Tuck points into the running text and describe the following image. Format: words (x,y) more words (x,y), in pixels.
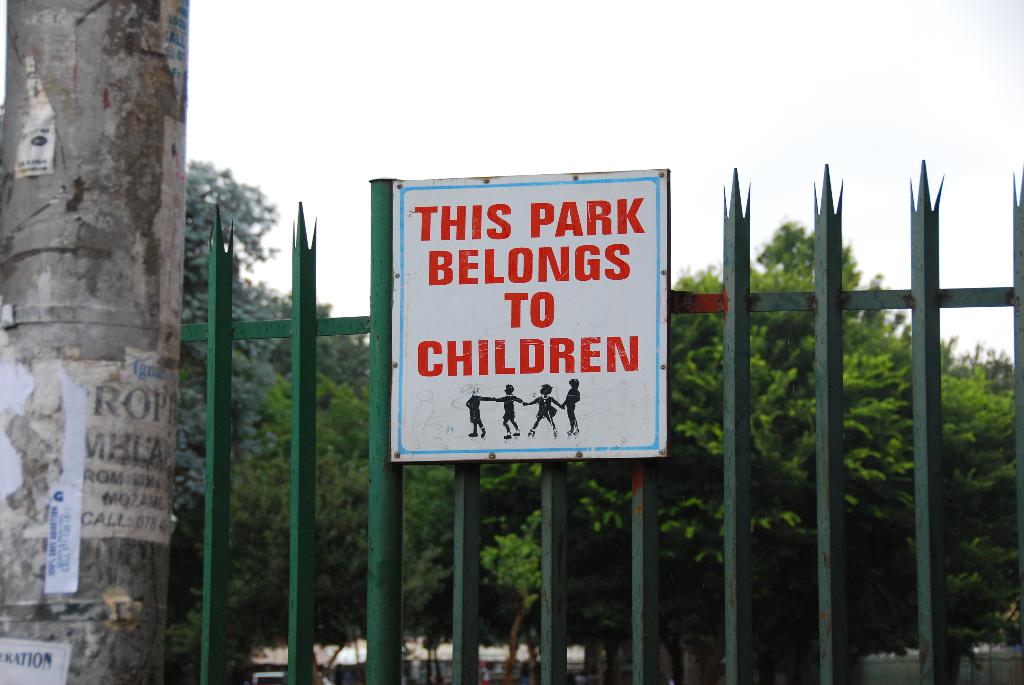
In the foreground of the picture (568,325) there are gate (298,344), pole (129,435) and hoarding (529,343). In the background (871,373) there are trees (623,533) and building (443,650).
